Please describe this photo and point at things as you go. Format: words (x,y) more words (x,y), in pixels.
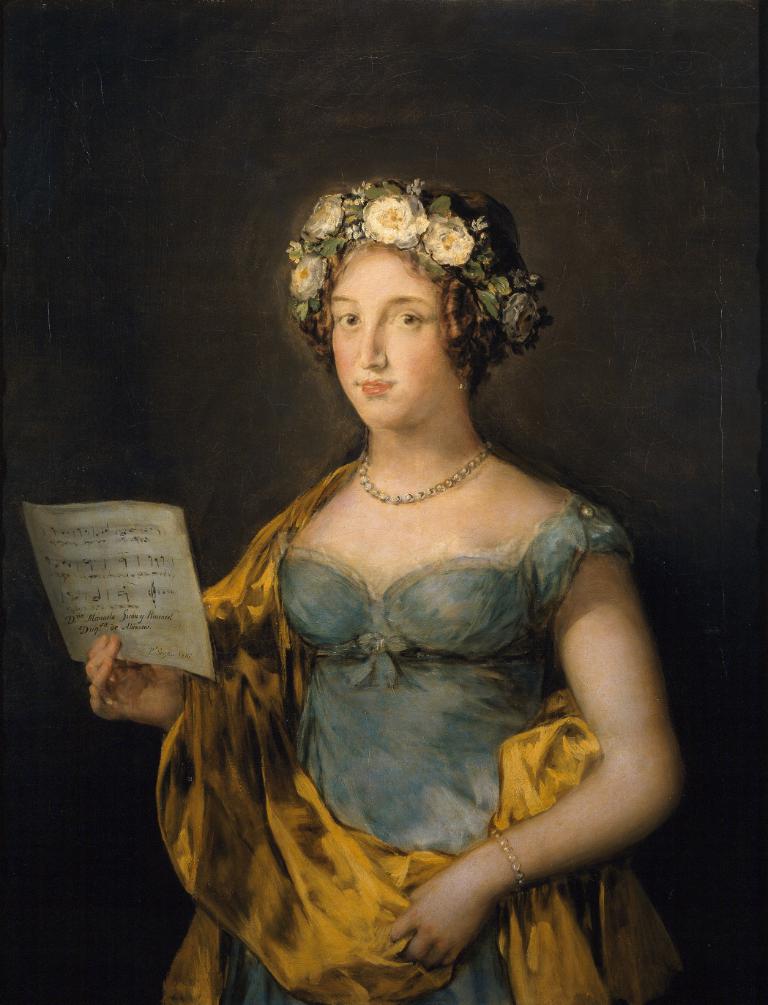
In this image I can see the depiction picture of a woman (323,585). I can also see she is holding a white paper (93,559) and on it I can see something is written. I can see she is wearing a necklace (481,460) and a tiara (390,230) on her head (355,278).
